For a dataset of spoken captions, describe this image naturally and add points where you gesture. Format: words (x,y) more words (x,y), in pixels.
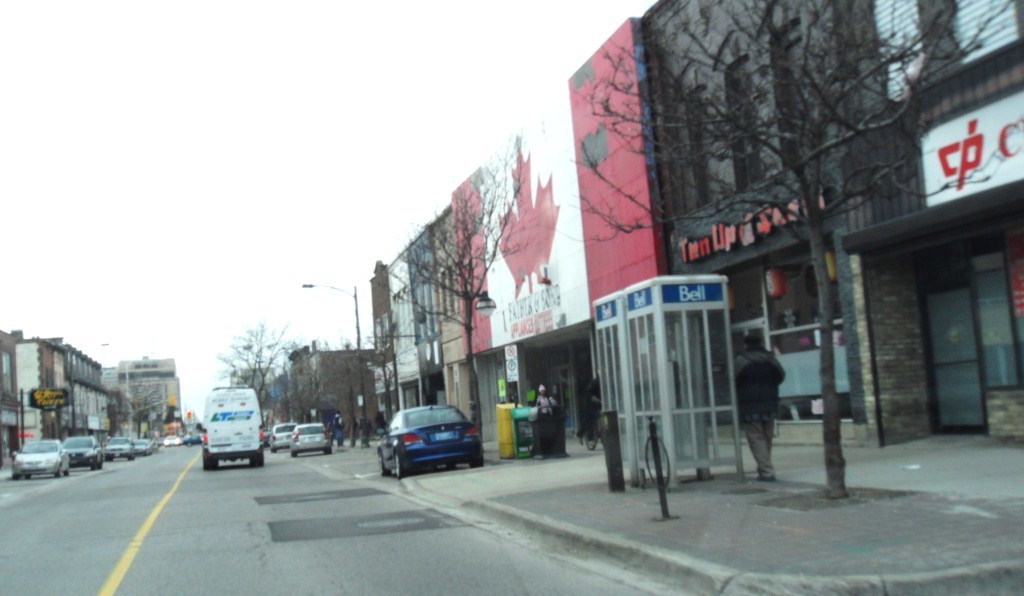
In this image I can see few vehicles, stalls (633,346), few buildings (51,368), boards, trees (433,298), light poles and the sky (238,114) is in white color.
